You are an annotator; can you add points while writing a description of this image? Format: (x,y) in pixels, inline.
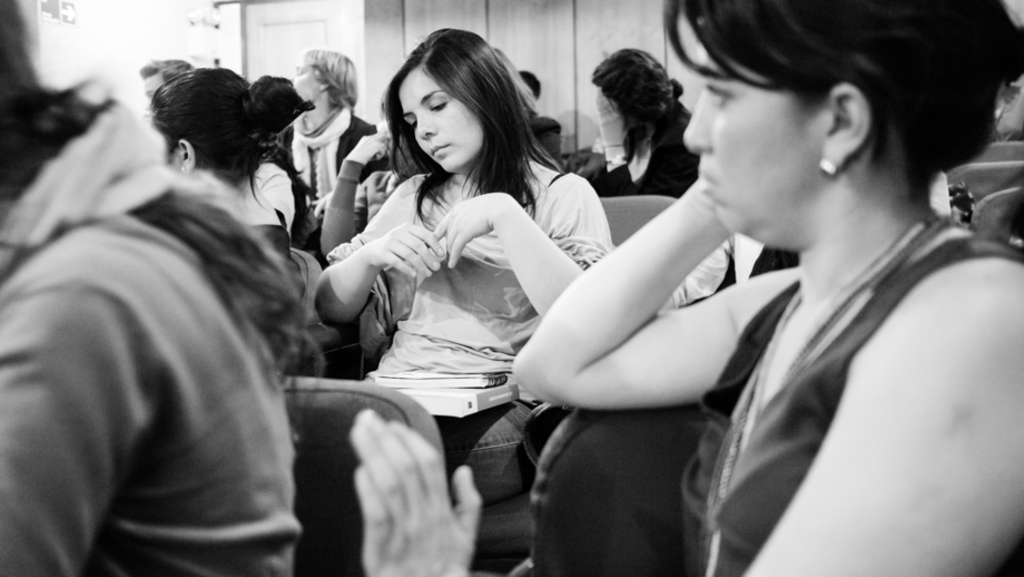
In this image we can see a group of people (451,226) sitting on chairs (359,351). Behind the person (516,75) we can see a wall (578,48).
